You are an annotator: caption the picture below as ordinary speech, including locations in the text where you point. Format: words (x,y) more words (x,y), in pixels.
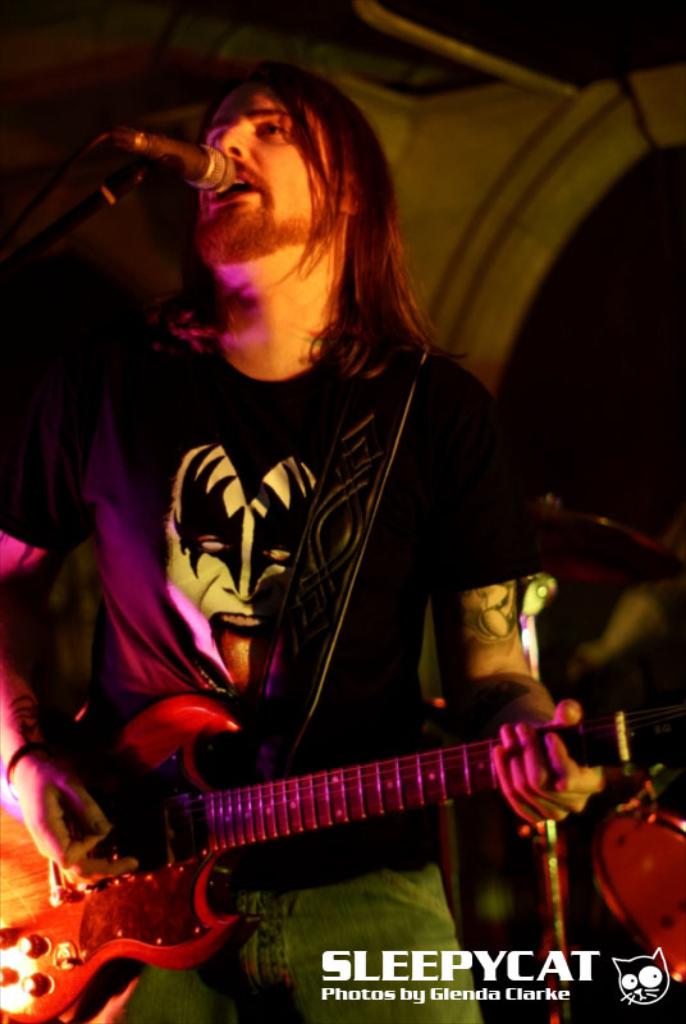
In this image we can see a man (22,766) playing guitar (118,820) and singing through the mic (200,167) in front of him.
